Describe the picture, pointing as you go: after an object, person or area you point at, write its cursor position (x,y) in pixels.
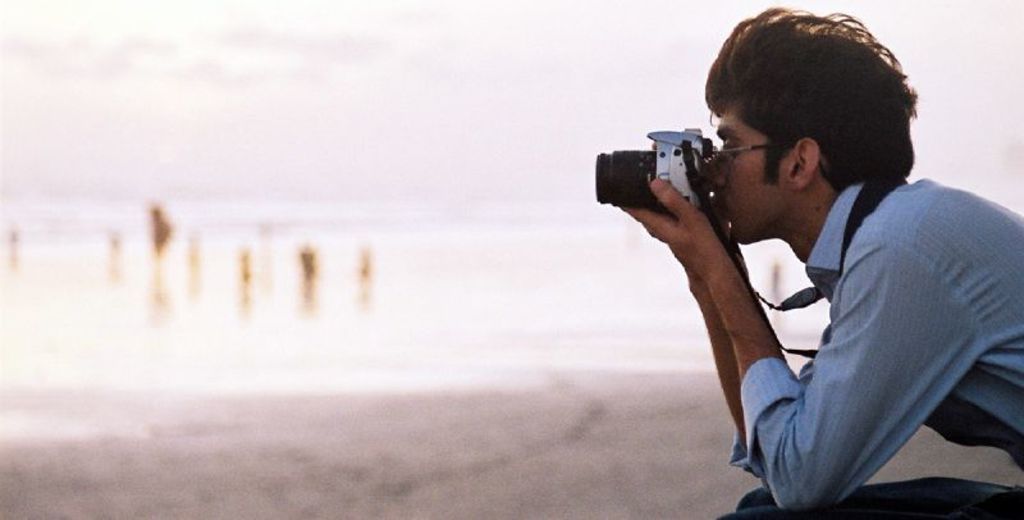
In this image i can see a person (832,372) wearing blue color shirt (835,374) holding a camera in his hand (663,233).
